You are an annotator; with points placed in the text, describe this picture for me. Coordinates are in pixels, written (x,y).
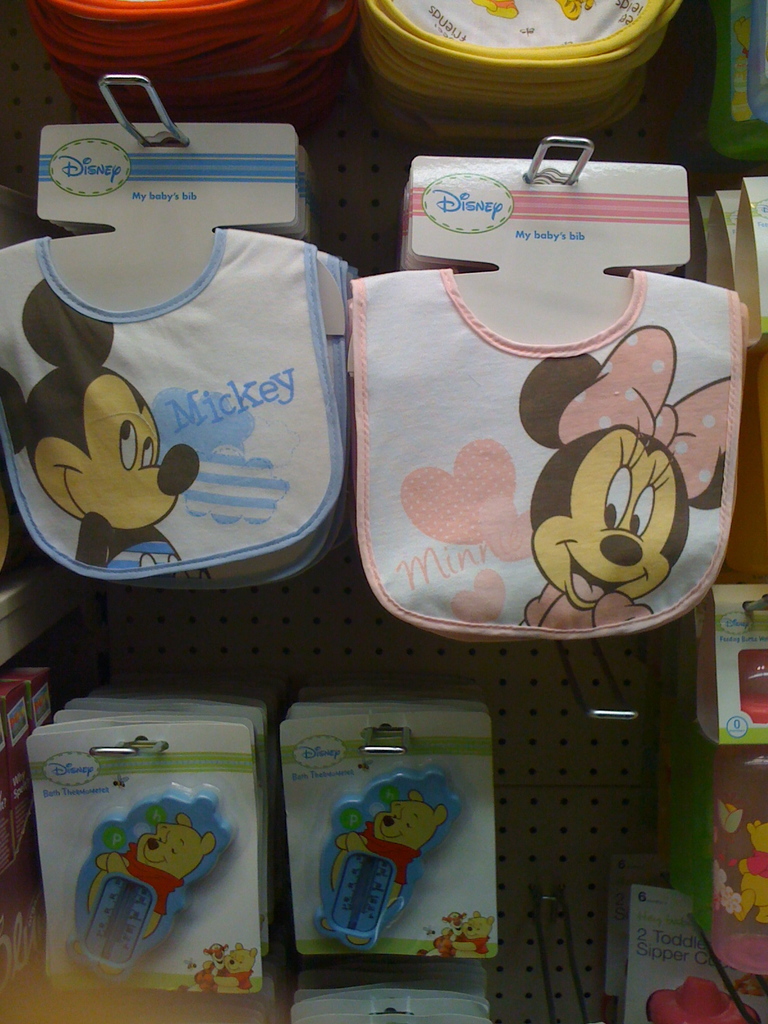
In this image there are a few baby napkins (294,450) and there are a few toys (121,850) on the board (613,722).
